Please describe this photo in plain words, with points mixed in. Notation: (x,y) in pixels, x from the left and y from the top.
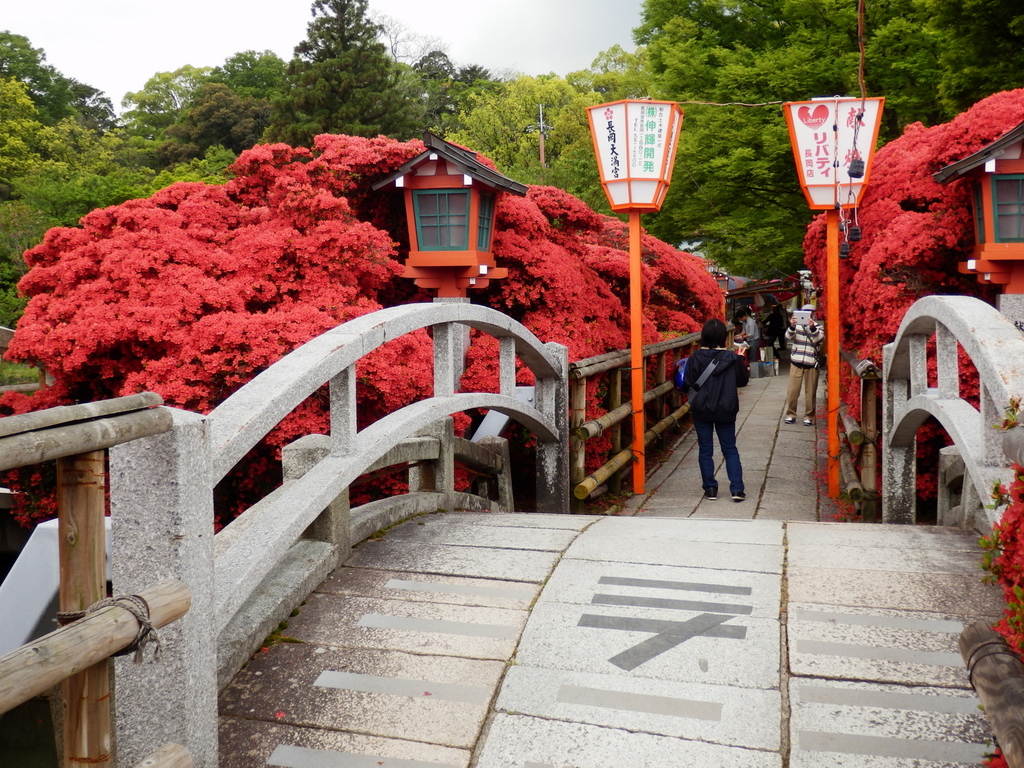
In this image we can see a bridge (547,529). Behind the bridge (500,453) we can see a group of trees (699,140), flowers (563,334) and two poles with boards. At the top (539,18) we can see the sky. On both sides of the wall (440,445) of the bridge (123,525) we can see the street lamps (1009,250).
